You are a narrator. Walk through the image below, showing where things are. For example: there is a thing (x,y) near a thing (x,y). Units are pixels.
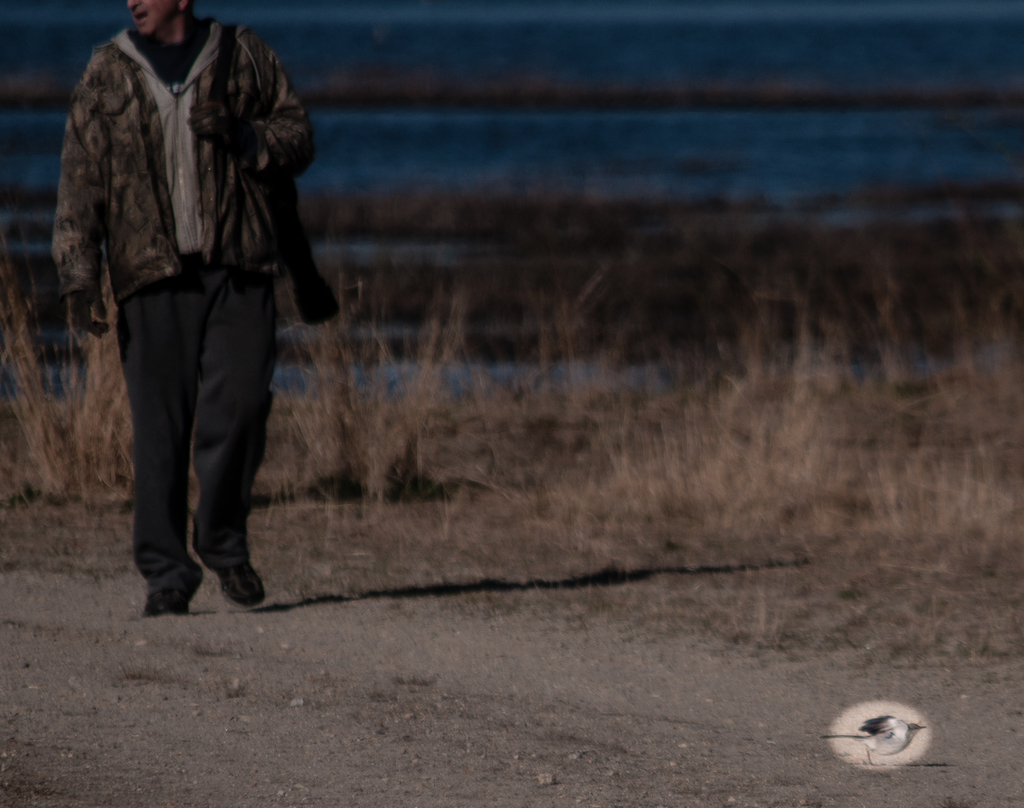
On the left side of the image (171,381) we can see a person (185,361) walking. In the background (354,430) there is grass (608,463).
